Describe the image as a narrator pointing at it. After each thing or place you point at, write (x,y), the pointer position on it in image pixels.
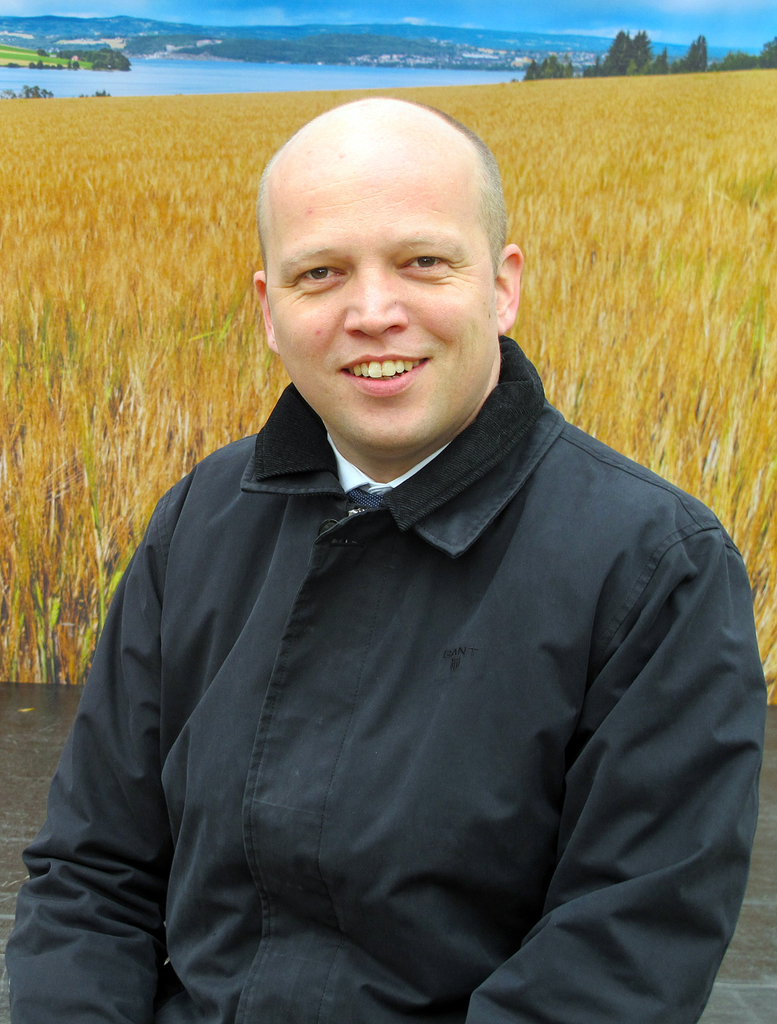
In this picture I can observe a man (374,690). He is wearing black color jacket (264,704). The man (318,795) is smiling. Behind the man (365,714) there is some grass (199,270) on the ground (561,339). In the background (180,77) there is a river (241,70). On the right side (605,72) there are some trees (626,65). I can observe a sky (694,14) with some clouds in the background (707,14).
